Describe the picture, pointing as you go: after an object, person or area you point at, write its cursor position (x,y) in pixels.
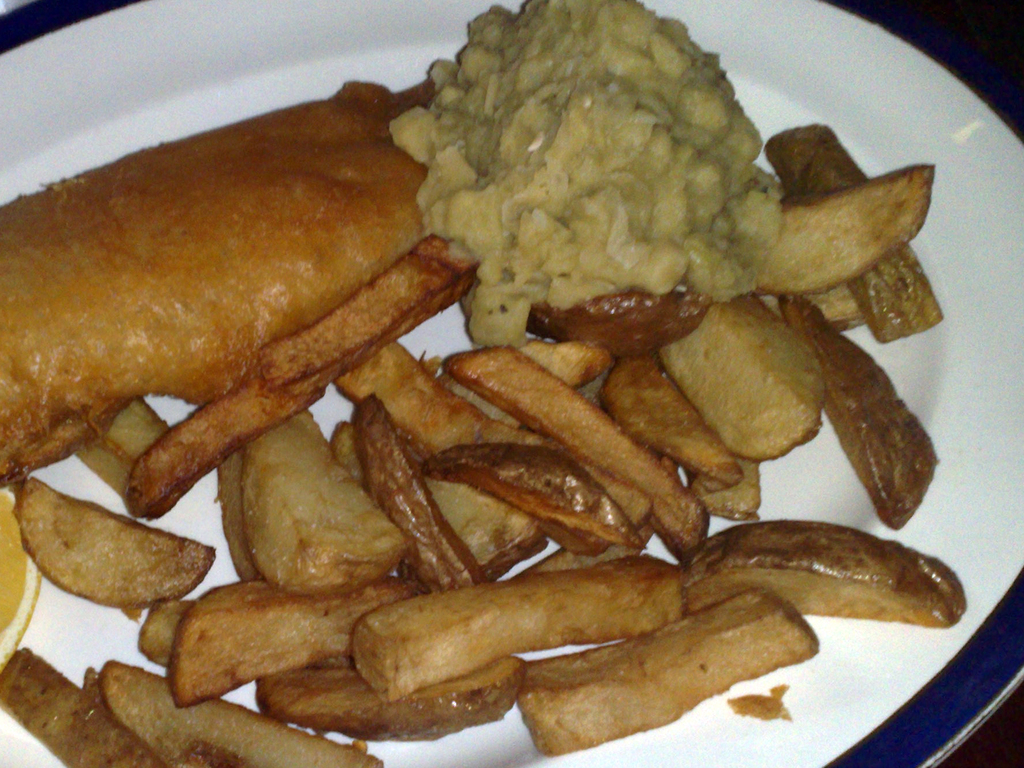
In the image there is a white plate (842,116) with wedges (401,522) and some other food items (206,220) in it.
